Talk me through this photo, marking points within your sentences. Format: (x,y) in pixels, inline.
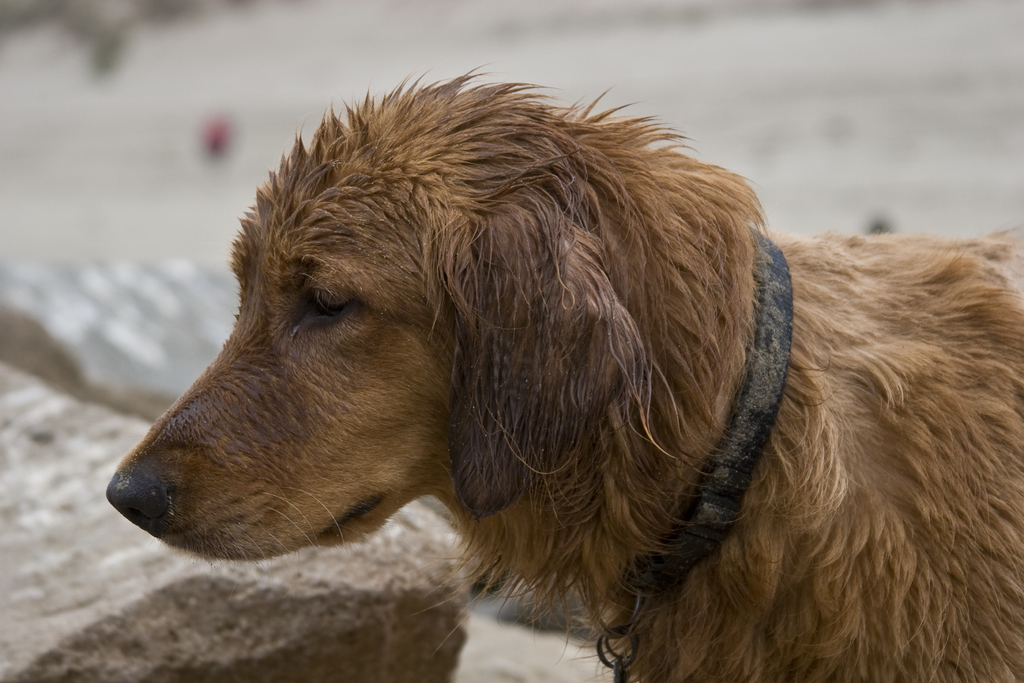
In this image I can see the dog (897,431) and the dog (825,403) is in cream and brown color, background (207,635) I can see few rocks (13,517).
